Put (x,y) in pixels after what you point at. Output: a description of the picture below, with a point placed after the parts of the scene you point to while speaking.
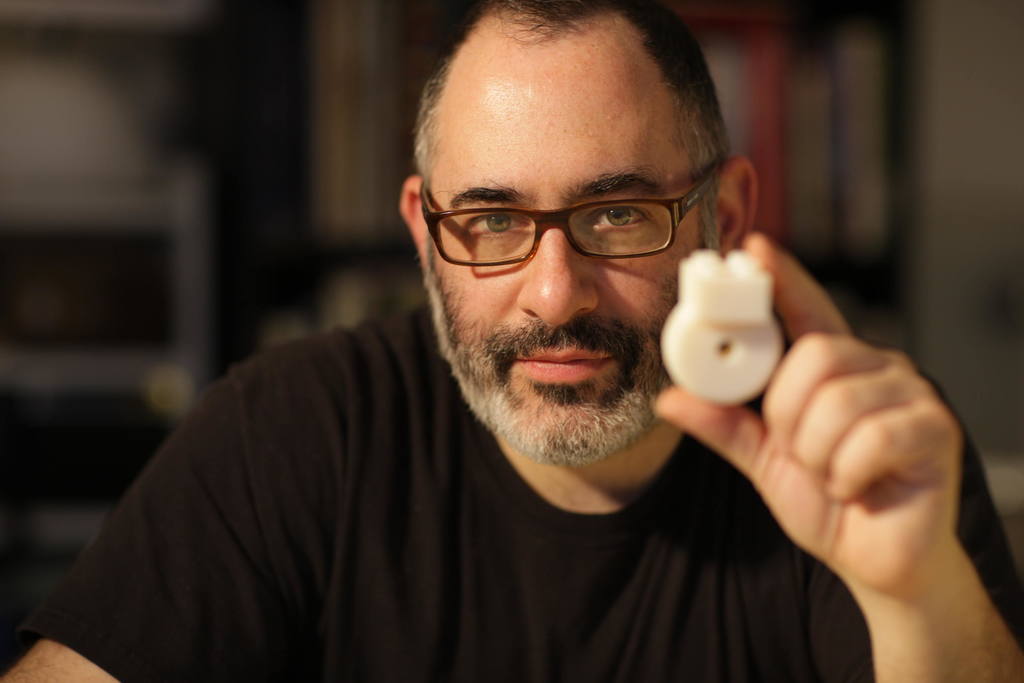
As we can see in the image there is a man (550,121) wearing black color t shirt (482,545) and the background (958,39) is blurred.
